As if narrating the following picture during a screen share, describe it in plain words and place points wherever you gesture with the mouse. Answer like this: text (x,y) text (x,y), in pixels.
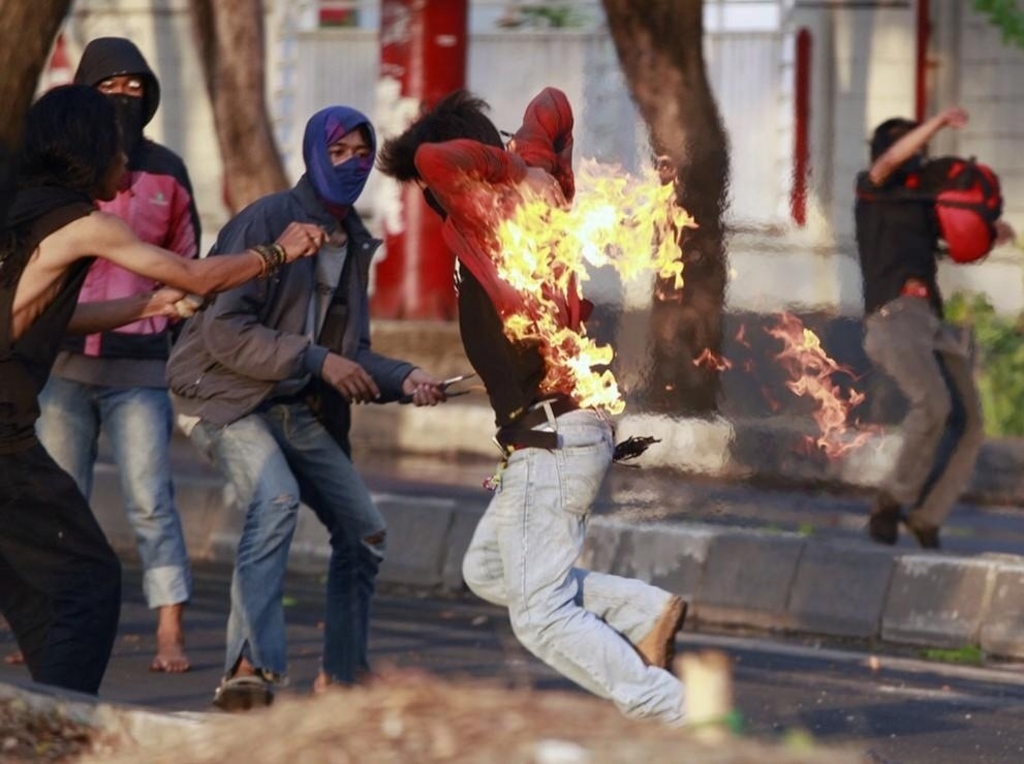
In the center of the image (468,356) there is a man (551,548) and we can see a fire (518,239) on his shirt (469,171). In the background (960,457) there are people (291,239) and trees (1019,30). At the bottom (964,732) there is a road (953,742).
